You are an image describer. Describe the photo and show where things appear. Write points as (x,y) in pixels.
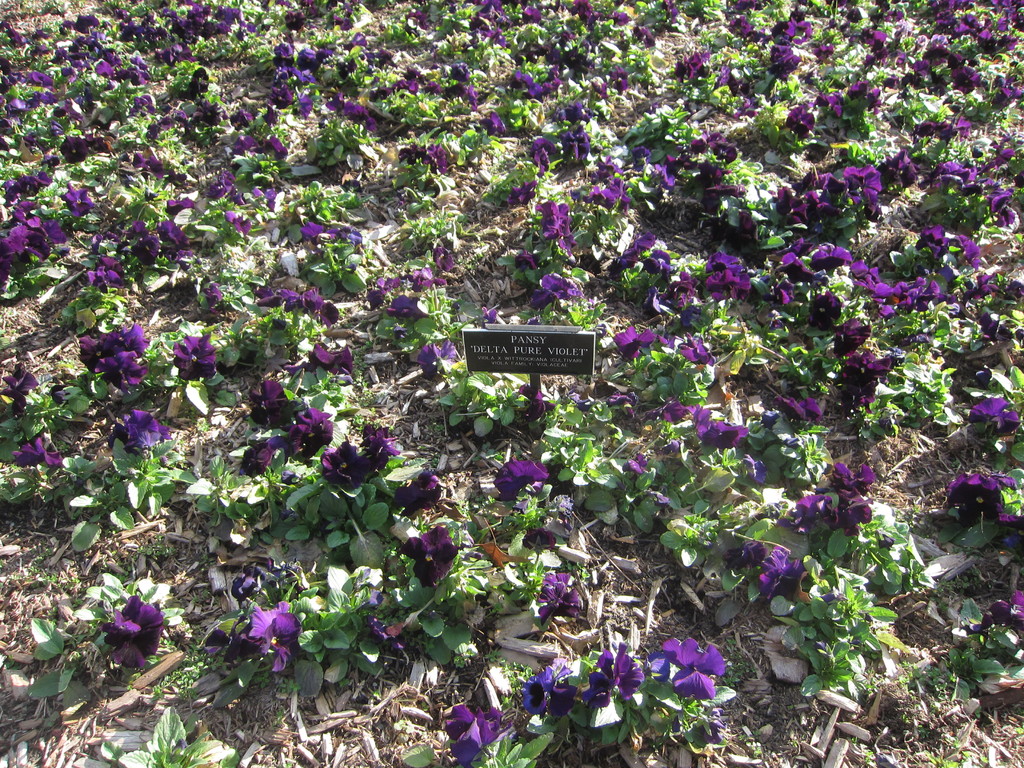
In this image there are flowers (691,414), plants (693,471) and dry leaves (712,390) on the surface (479,650).
